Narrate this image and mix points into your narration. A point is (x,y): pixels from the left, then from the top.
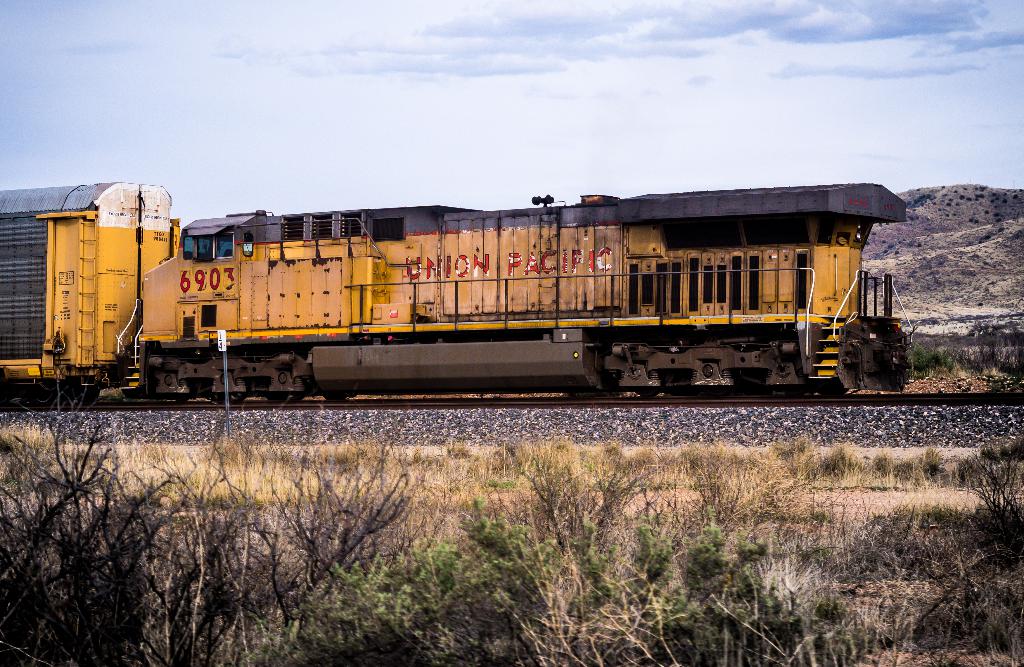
In this image, we can see a train (373,322) on the track (760,404). At the bottom (802,547), we can see few plants (560,598). Background (949,217) we can see hill (946,202) and sky (606,118).
